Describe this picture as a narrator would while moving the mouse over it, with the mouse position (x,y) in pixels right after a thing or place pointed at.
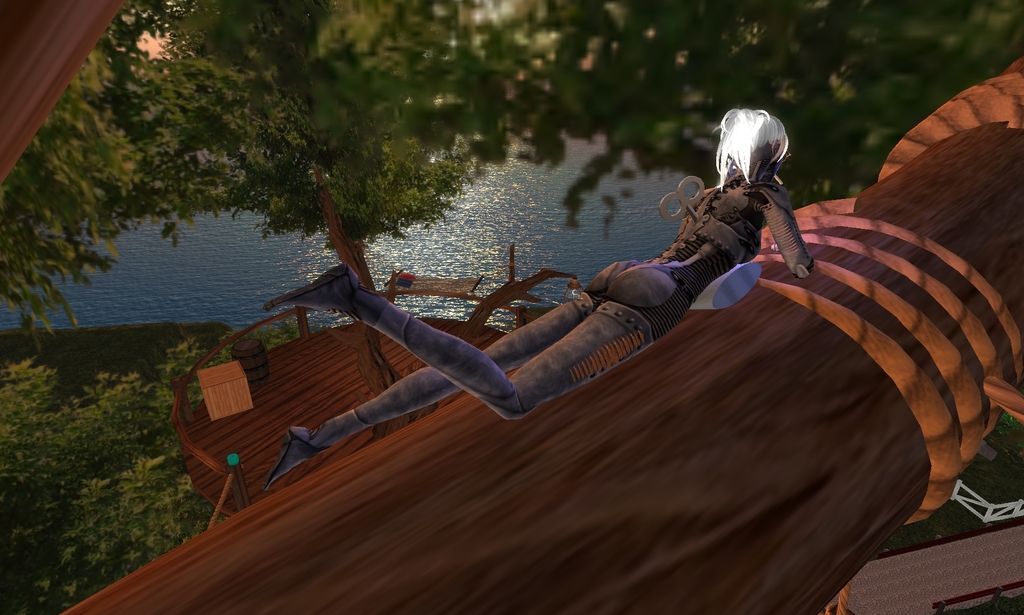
This picture describes about animation, in this we can find few trees (332,107), water (445,225) and a woman (616,321).
